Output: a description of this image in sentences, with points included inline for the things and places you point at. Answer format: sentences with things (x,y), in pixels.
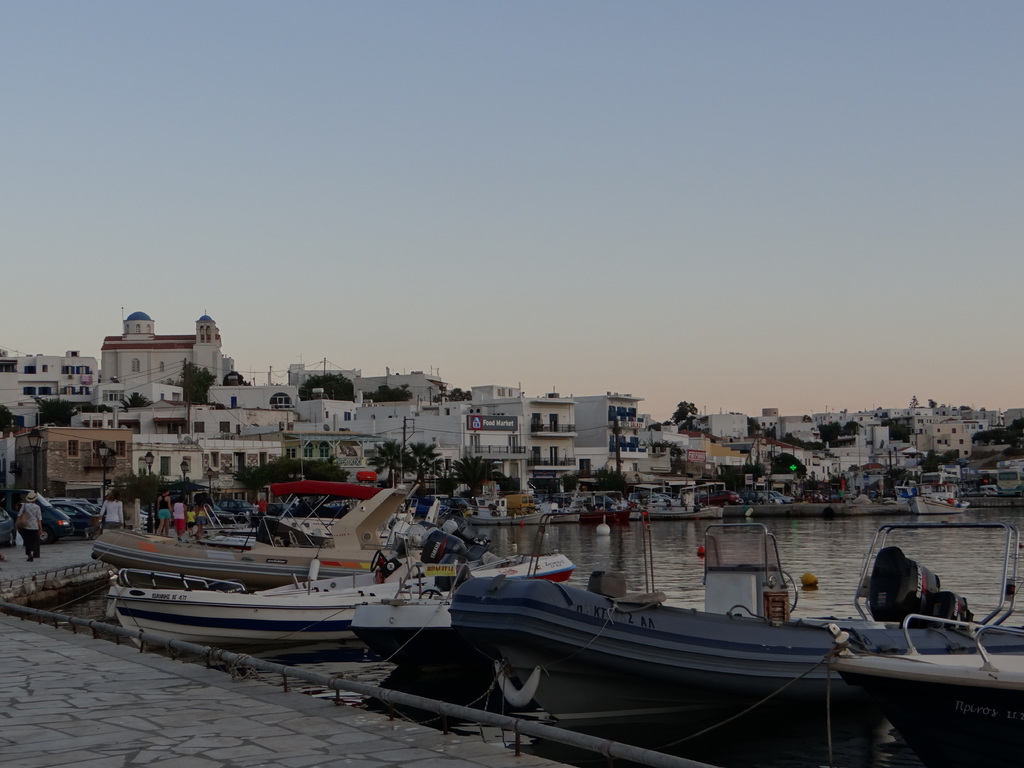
This image consists of many buildings (163,429) and boats (181,551). On the left (163,494), there are many people (39,519) walking on the pavement (138,689). In the middle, there is water (980,600). At the top (446,191), there is sky (526,174).
